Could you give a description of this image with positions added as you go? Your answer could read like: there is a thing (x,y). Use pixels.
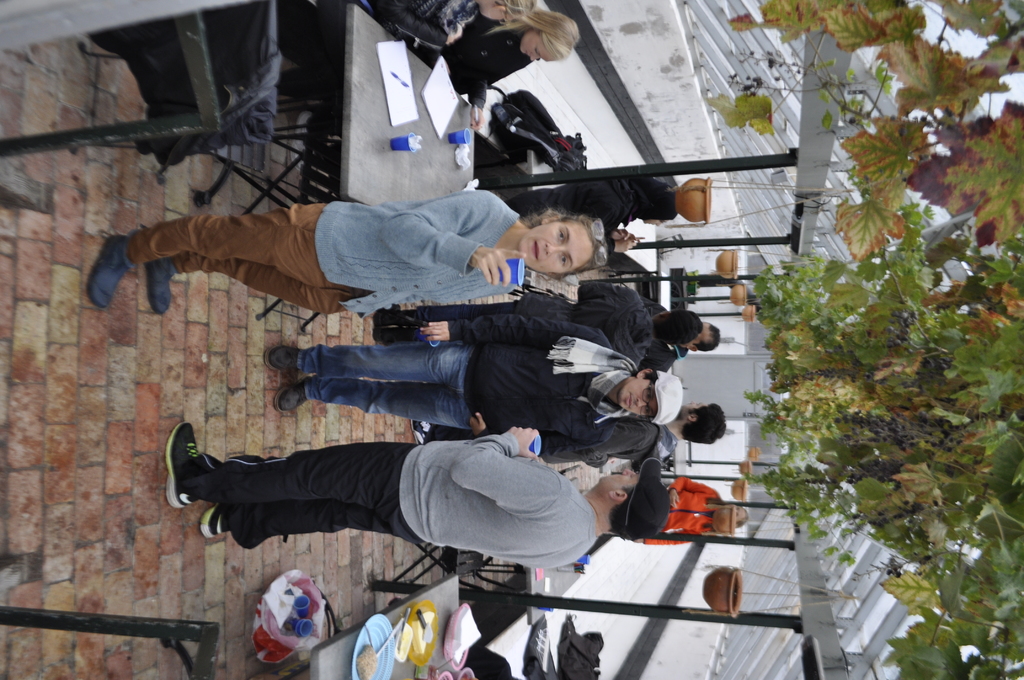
In this picture we can see persons (360,449) standing on a floor (578,471) and holding glasses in their hands (479,260). We can see a table (408,179) and on the table (424,180) there is pen (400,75), papers (404,99) and glasses (406,144). We can see persons (496,44) sitting on a chair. These are pots (734,270) hanged to a stand (724,616). Here on the table (325,663) we can see plates (425,650) of food (372,658). Under the table (439,650) there is a basket (268,609). At the top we can see a tree (917,441).
